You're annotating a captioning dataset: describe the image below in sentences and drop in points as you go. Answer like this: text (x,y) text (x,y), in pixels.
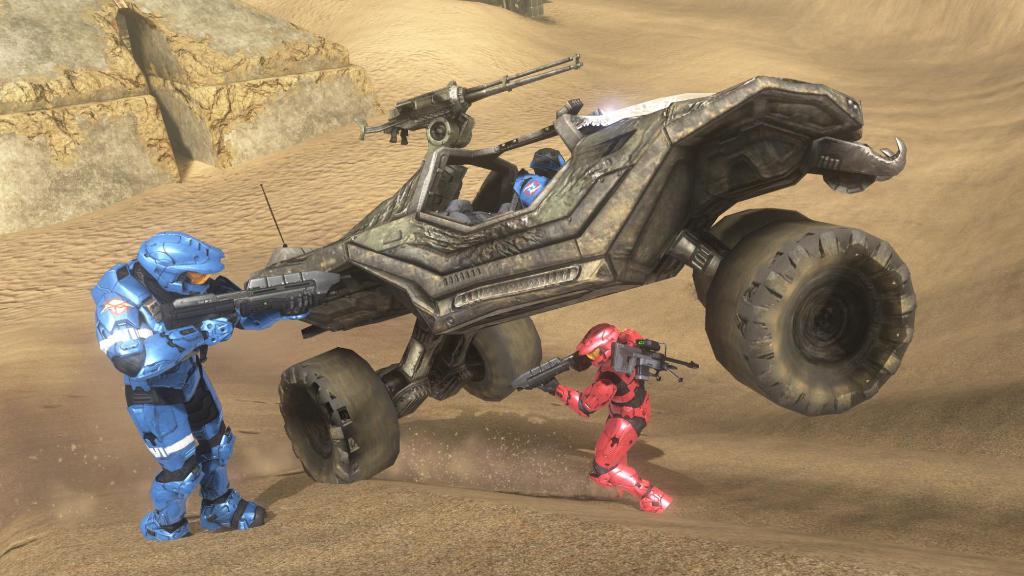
In this image I can see the digital art in which I can see a person (179,397) who is blue and black in color is standing and holding a weapon (220,298) in his hand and another person (629,405) who is red and black in color is standing and holding a weapon (536,385). I can see a huge vehicle (586,272) which is black and brown in color. In the background (729,386) I can see a huge rock (240,83) and the sand (579,40).
